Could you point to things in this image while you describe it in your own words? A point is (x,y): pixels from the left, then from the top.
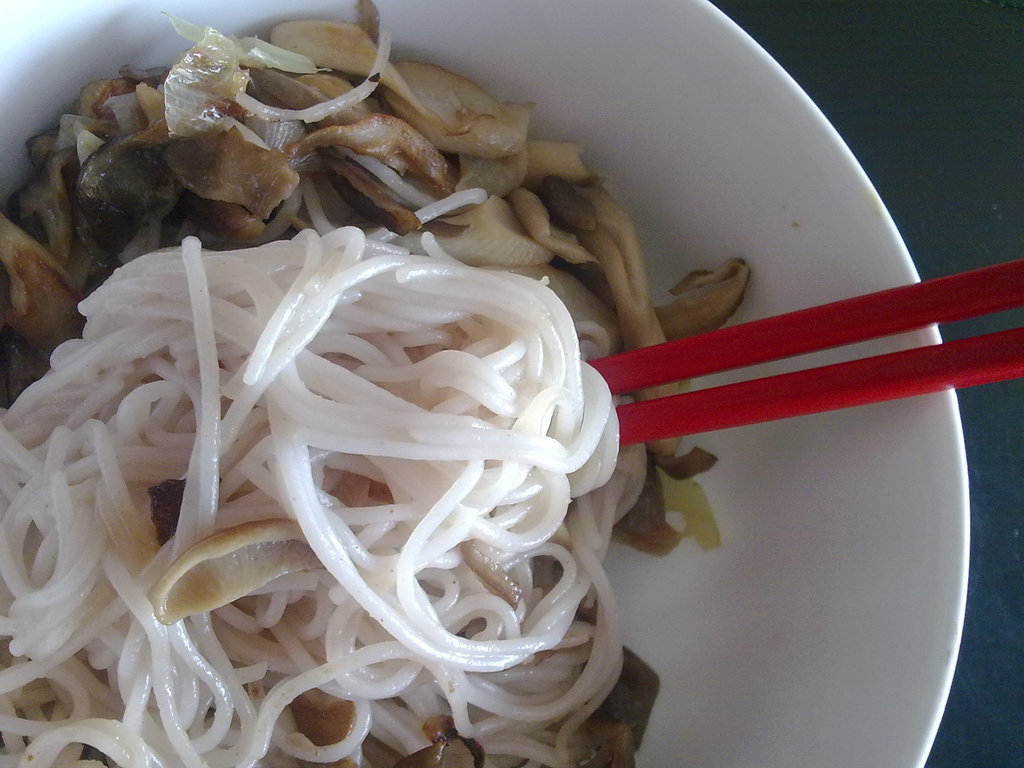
In this image we can see food items (248,309) in a bowl (851,348). There are chopsticks (710,371).
